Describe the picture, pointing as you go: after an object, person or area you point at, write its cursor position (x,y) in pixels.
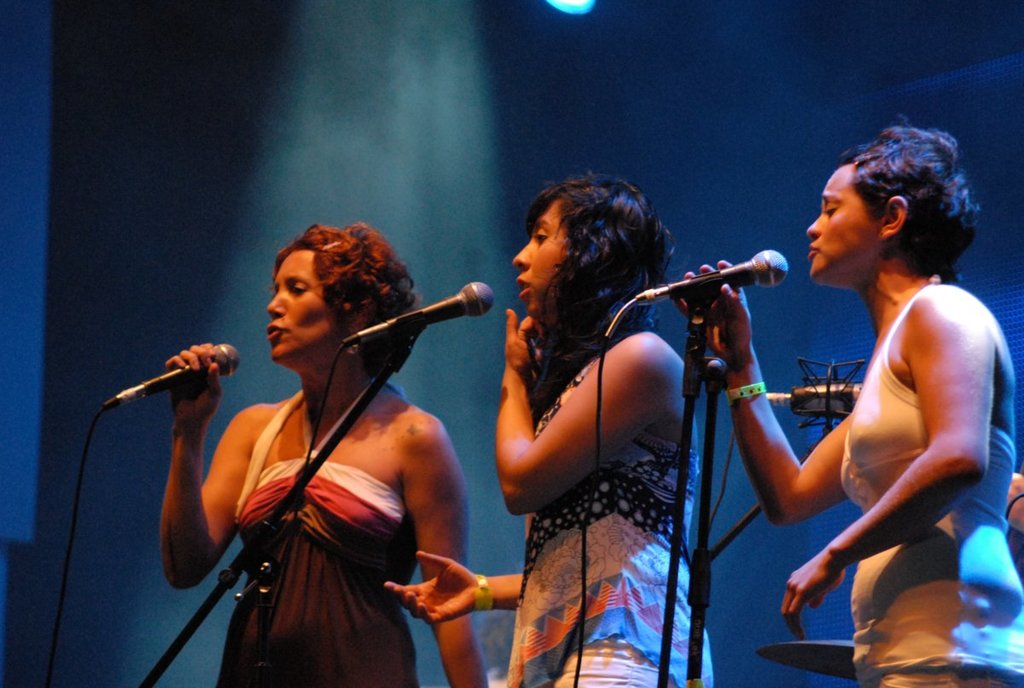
In this image I see 3 women (951,146) and there are mics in front of them.
